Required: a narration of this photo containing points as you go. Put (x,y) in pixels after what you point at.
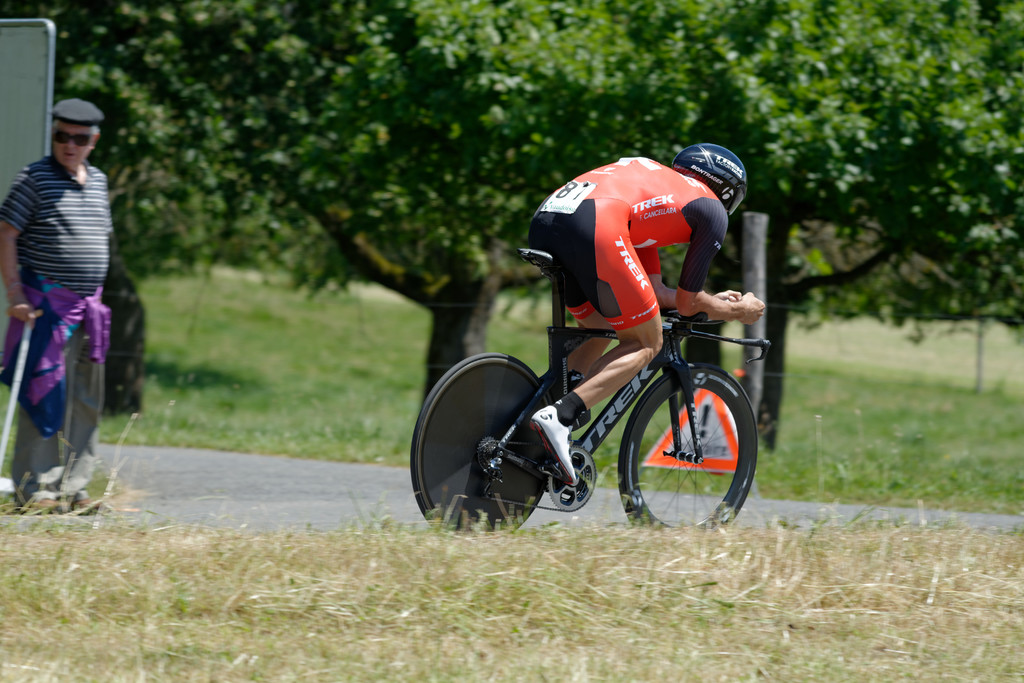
In the road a man (574,317) is riding a bicycle (693,411) he is wearing a orange and black dress (637,187), he is wearing a helmet (694,169). In the left (70,397) a person (70,235) is standing he is wearing a hat (86,113), he is holding a stick (24,361). In the background (120,150) there are trees (805,162).
